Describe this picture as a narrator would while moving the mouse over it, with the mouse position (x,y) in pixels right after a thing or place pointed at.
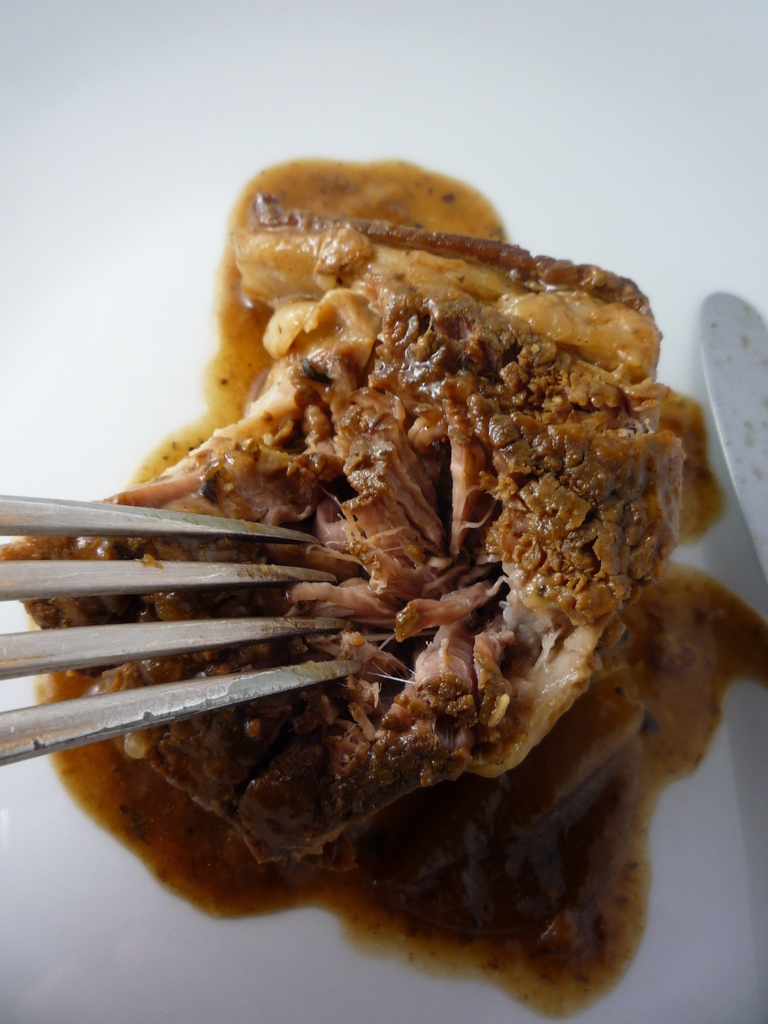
In the center of the image (443,366) we can see a food item (359,583) with fork (52,570), beside that an object (725,428) is there.
